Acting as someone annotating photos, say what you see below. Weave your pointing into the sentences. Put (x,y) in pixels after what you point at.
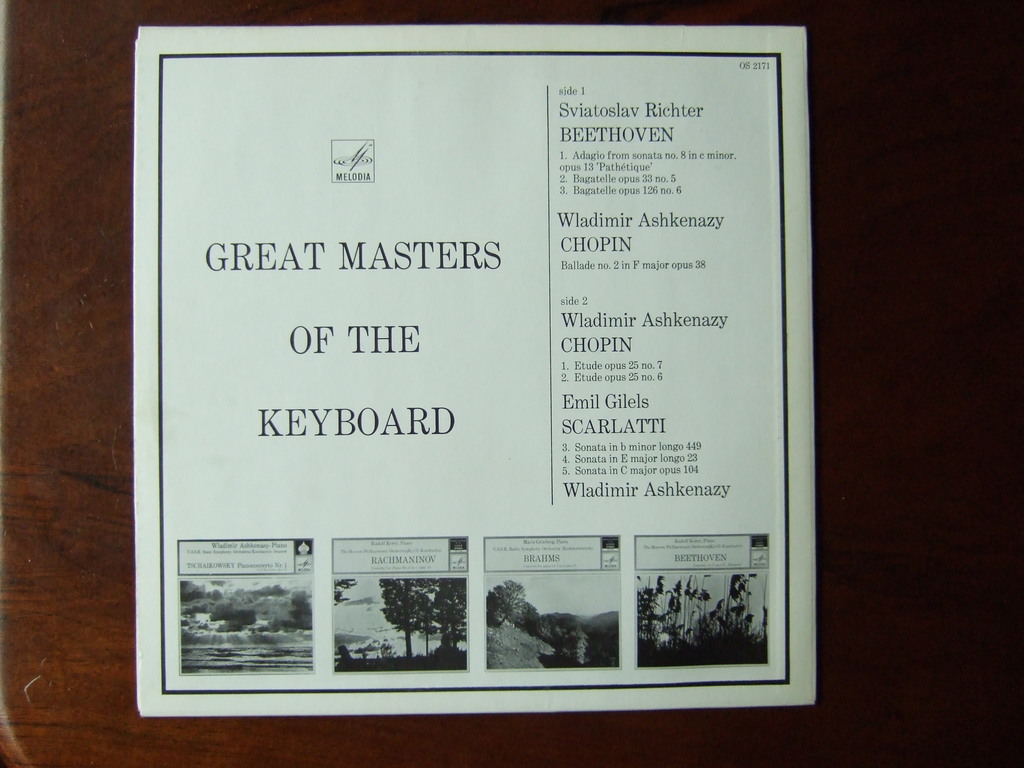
In this picture, it looks like a paper (272,582) on a wooden object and on the paper (382,636) there are images (507,656). On the paper (420,223) it is written something.
